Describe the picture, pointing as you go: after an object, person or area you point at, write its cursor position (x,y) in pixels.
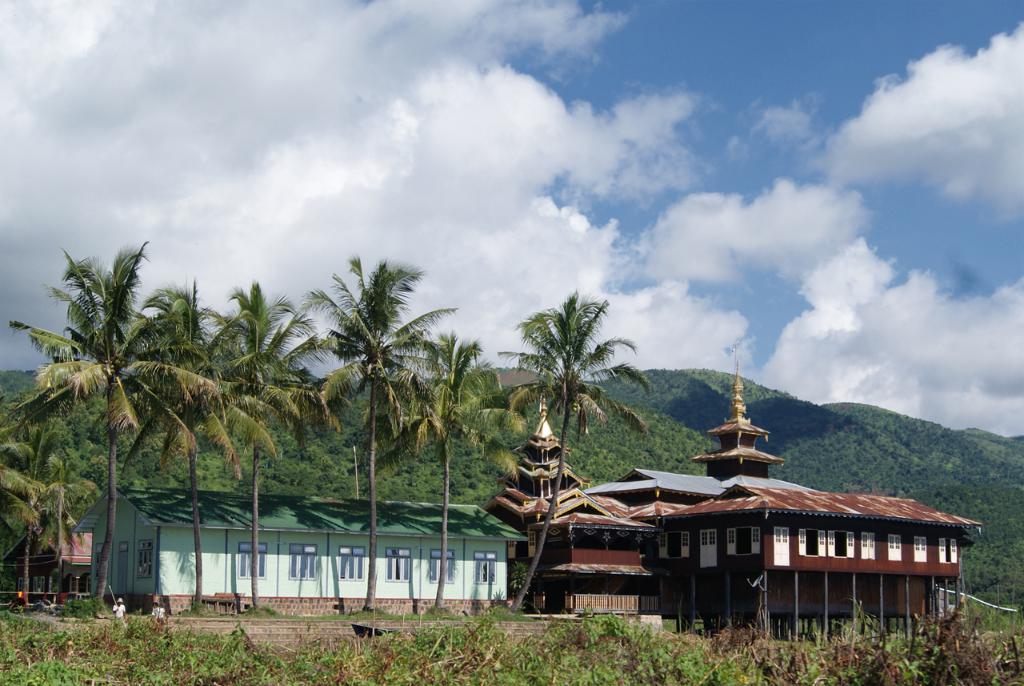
In this image, we can see Burmese architecture (785,519) and shed (495,568). There are some trees (396,389) and hills (787,408) in the middle of the image (344,429). There are some plants (670,634) at the bottom of the image (602,655). There are clouds (842,205) in the sky (451,118).
